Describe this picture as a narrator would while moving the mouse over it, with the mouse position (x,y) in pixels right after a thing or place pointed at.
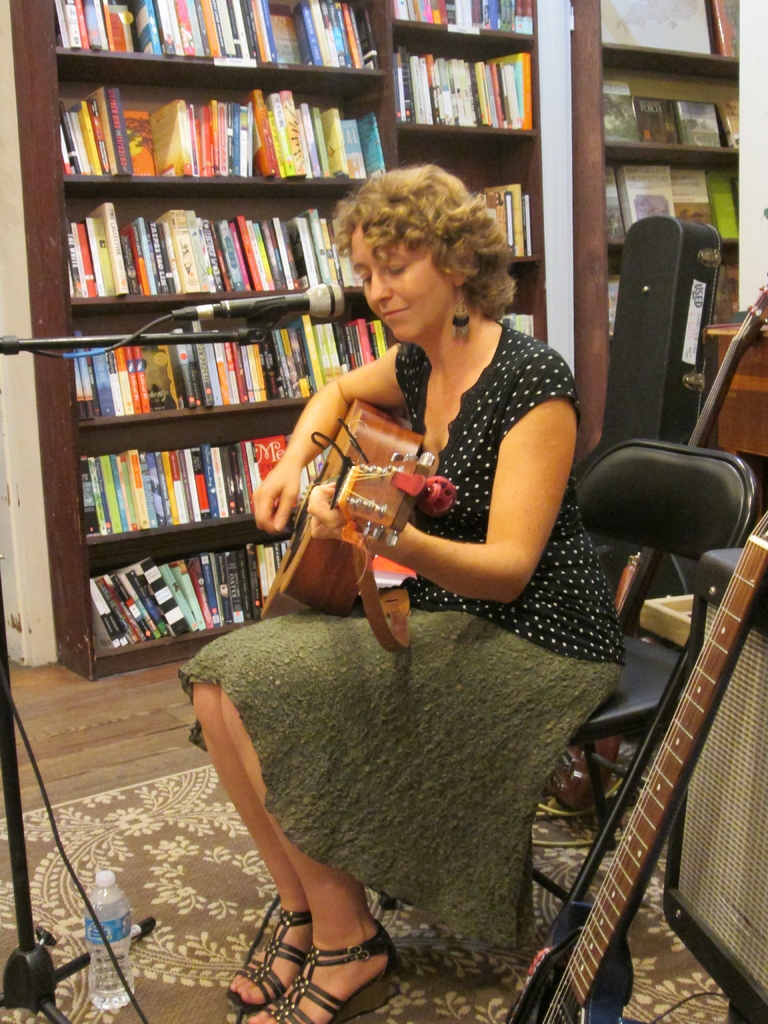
A woman (508,560) sitting on a chair (671,711) with guitar (346,508) in her hand (335,519) singing in the mic (278,308) which was placed on a stand (228,333). The floor (70,769) has carpet (197,915) on it and a bottle (97,970) placed on the carpet (116,876). There is a bookshelf (488,163) with lots of books (289,125) in it.
